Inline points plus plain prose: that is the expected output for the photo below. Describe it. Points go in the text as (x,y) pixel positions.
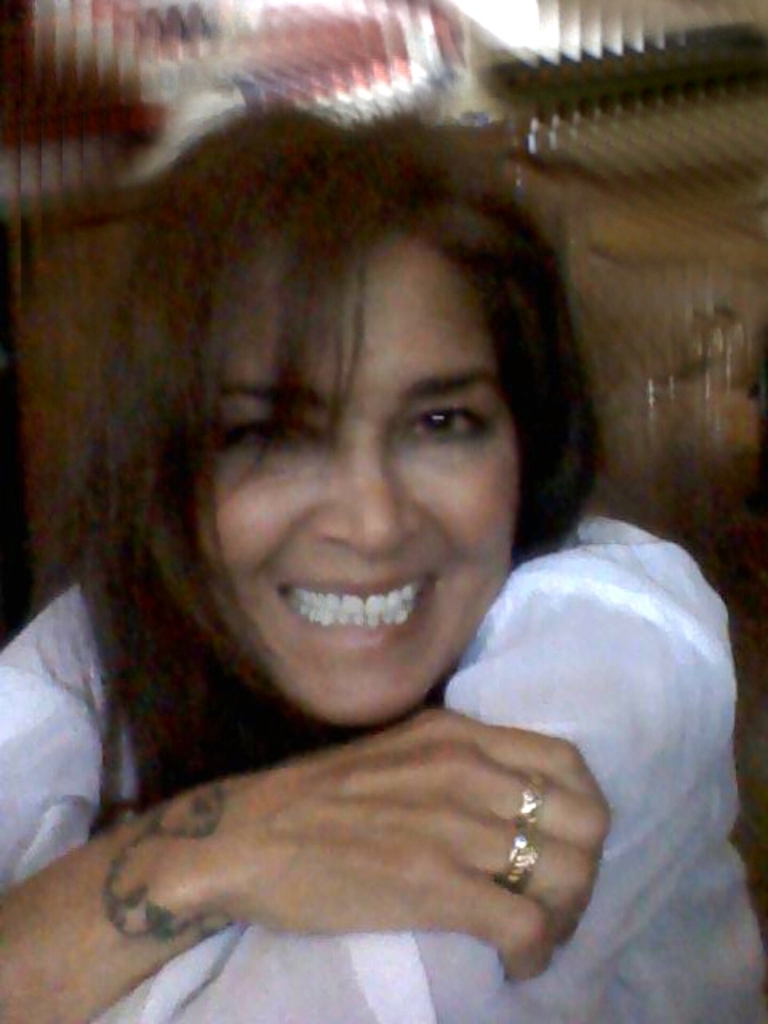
As we can see in the image there is a woman (332,582) wearing white color dress (578,679).
